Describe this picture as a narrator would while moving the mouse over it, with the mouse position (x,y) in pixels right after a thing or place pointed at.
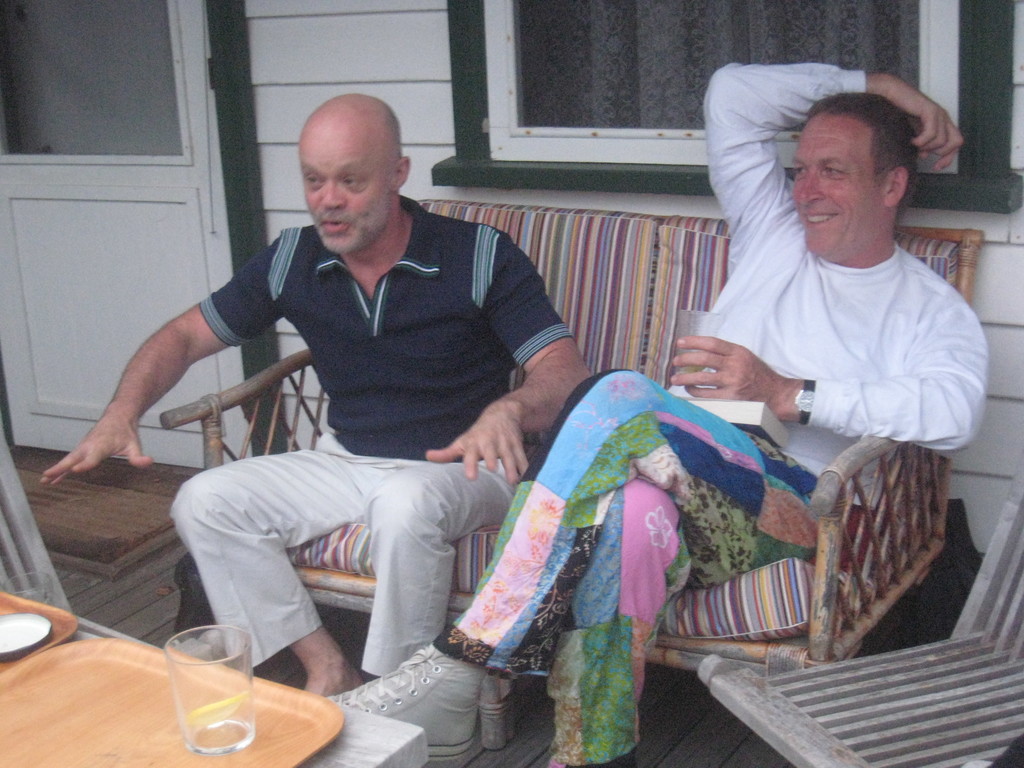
The picture is outside a building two people (405,586) are sitting on sofa (362,586). The person (816,477) on right (858,340) wearing white shirt (841,321) is holding a glass (696,373) and kept a book (737,411) on his lap (688,406). The other person (440,333) is talking something. He is wearing blue t-shirt (387,352). In front of them there is a table (340,741) on the table (347,741) there is a glass (241,706) on a tray (294,708). In the background (156,181) there is window (546,67), curtain (586,61) on door (108,82).
